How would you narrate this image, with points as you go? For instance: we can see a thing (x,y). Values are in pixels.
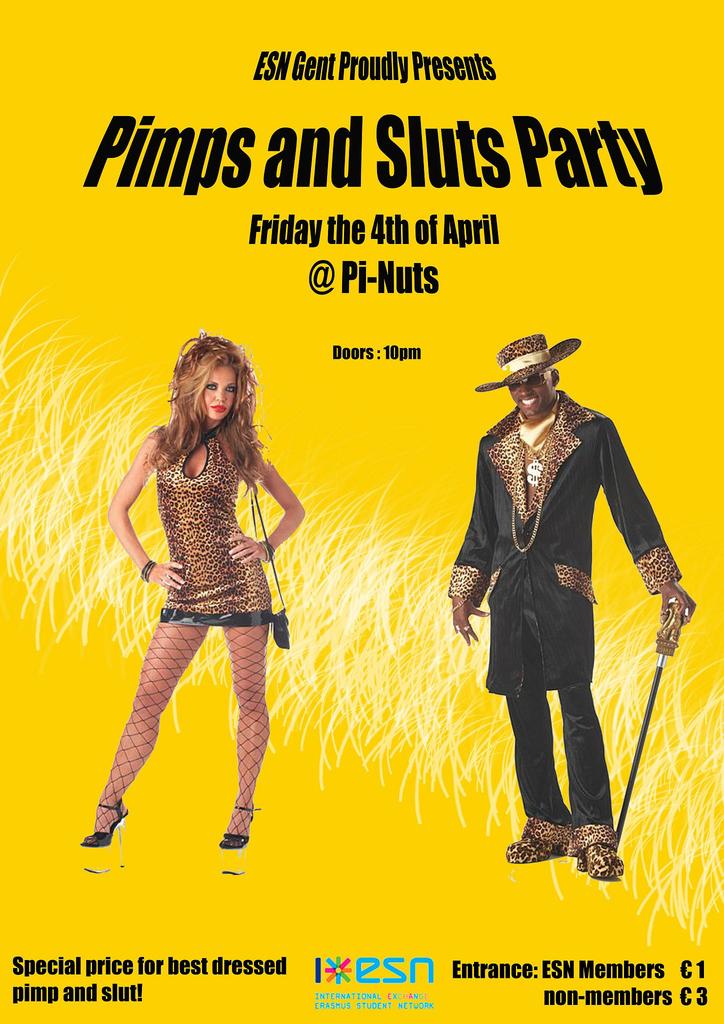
This image consists of a poster (280,252) with an image of a man (513,523), a woman (199,626) and there is a text (335,168) on it.
